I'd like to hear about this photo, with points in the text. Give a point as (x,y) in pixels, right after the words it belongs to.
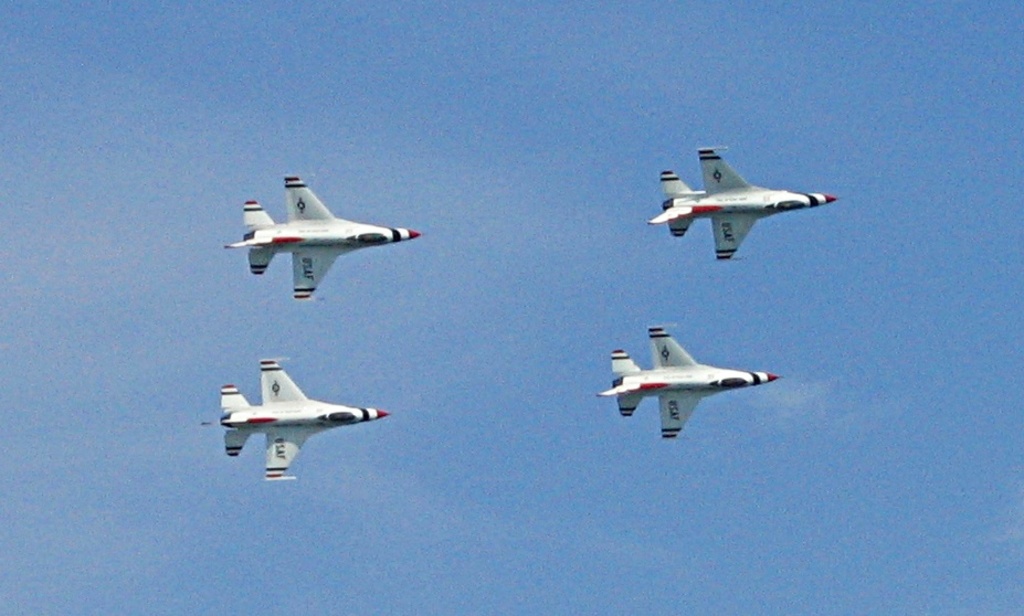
In this image I see 4 aircrafts (727,240) which are of white, black and red in color and I see the clear sky (568,325) and I see something is written on the aircrafts (720,203).
